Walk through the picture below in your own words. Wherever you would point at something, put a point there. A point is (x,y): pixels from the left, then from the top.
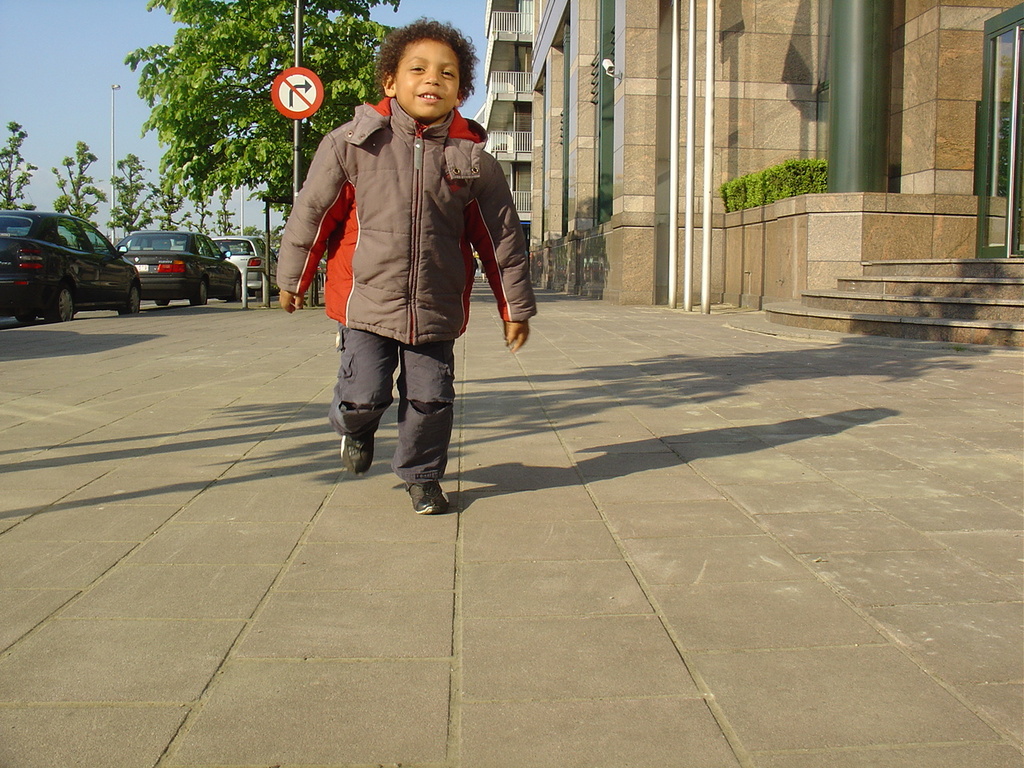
Here I can see a boy (400,196) wearing a jacket (377,237) and running on the footpath (350,477). In the background (316,49), I can see few trees (270,107), poles (113,194) and there are some cars (146,285) on the road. On the right side (874,197) there is a building (565,126). At the top of the image (91,41) I can see the sky (83,49).
